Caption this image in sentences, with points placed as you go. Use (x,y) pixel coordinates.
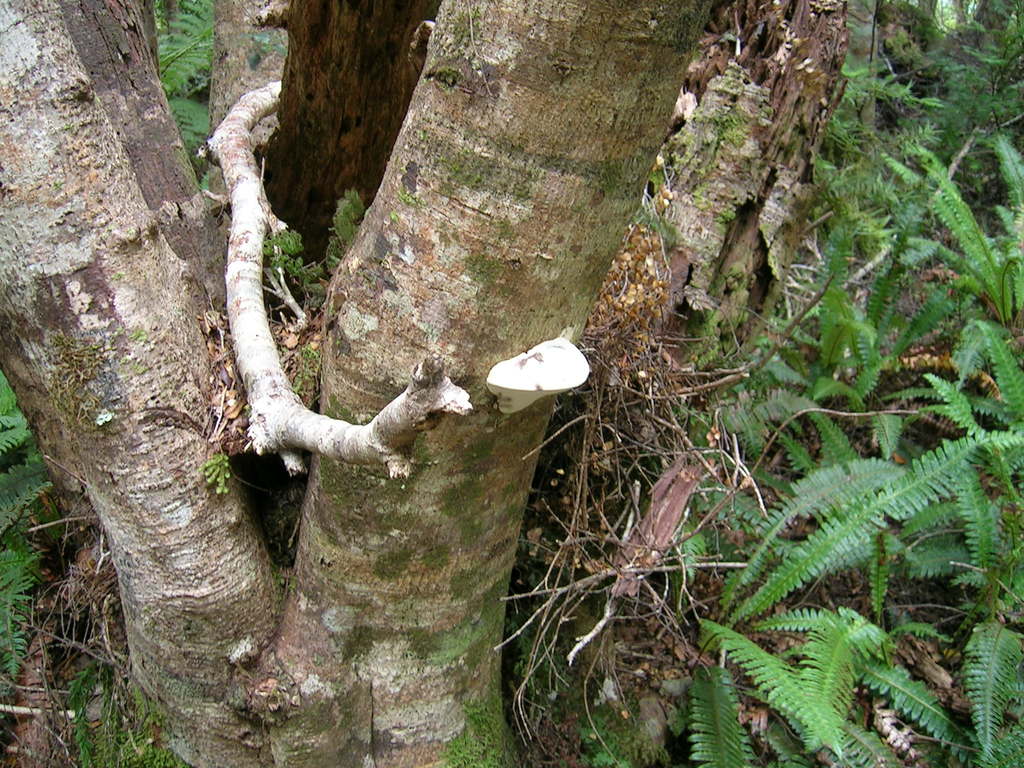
In this picture there are dry leaves (615,294), stems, twigs (73,646), the roots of a tree (431,745) and the trunk (528,56) of a tree (495,190).
